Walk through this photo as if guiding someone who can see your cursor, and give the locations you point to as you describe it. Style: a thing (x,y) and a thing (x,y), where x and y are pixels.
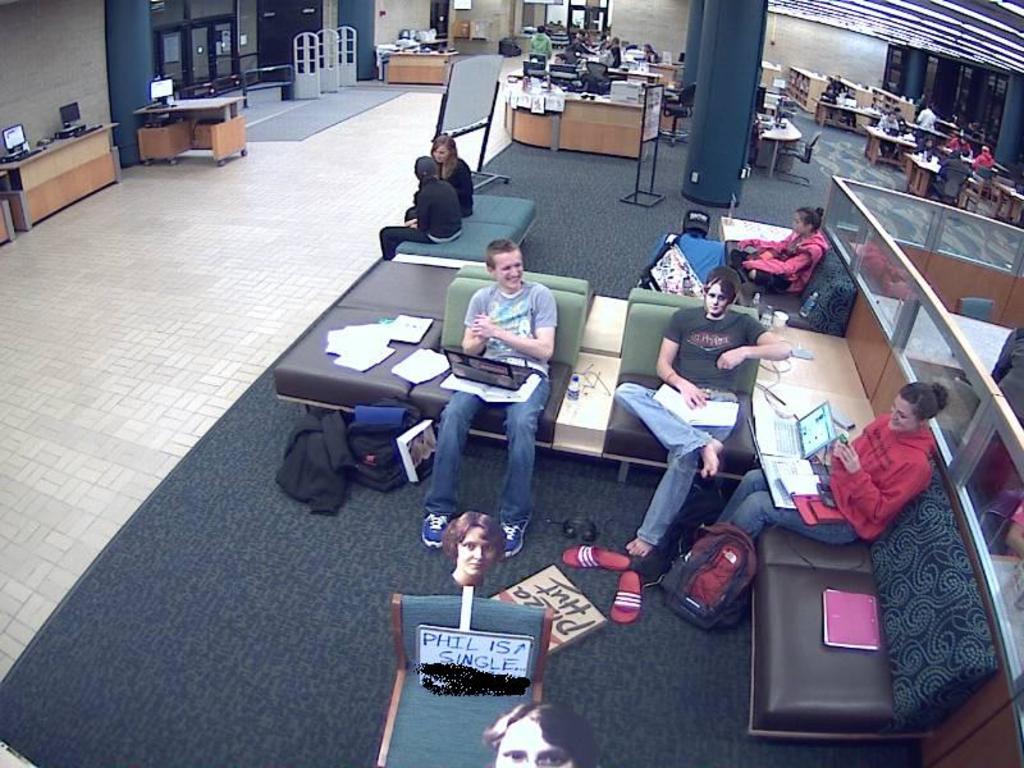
This is the picture of a hall (268,261) where we have some chairs (919,580), tables (61,201) and some desk (69,189) and on the chairs (912,550) we have some people (536,296) sitting.
